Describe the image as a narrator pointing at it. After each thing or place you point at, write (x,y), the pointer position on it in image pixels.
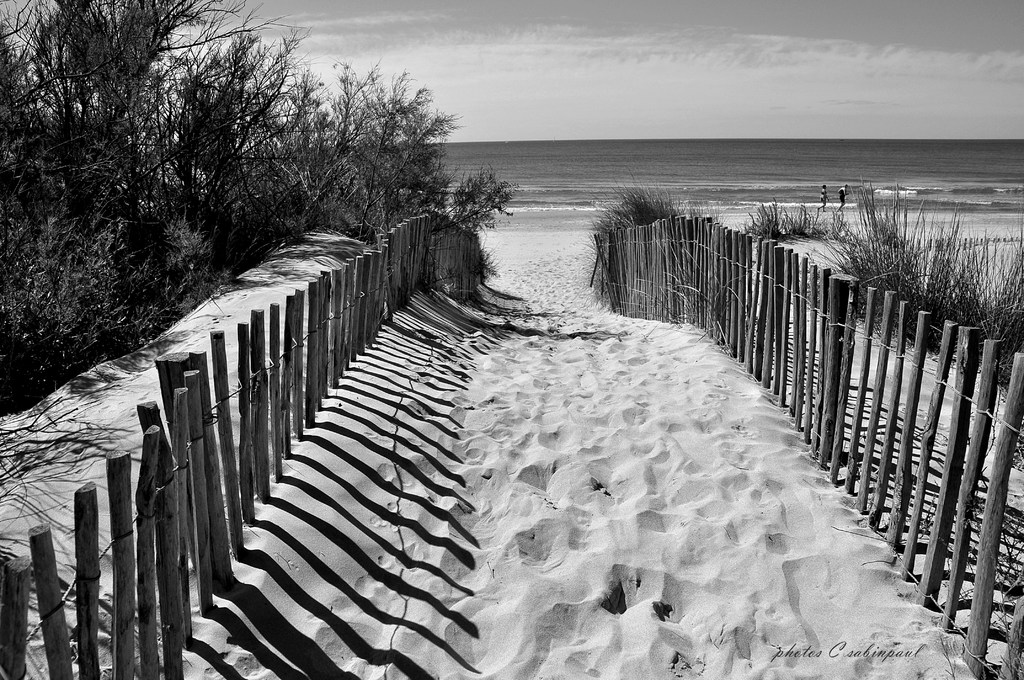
In this image I can see a wooden fencing (259,488), sand (577,476) and trees (364,179). Back Side I can see water (693,190) and two people (841,205) are walking. The image is in black and white.
